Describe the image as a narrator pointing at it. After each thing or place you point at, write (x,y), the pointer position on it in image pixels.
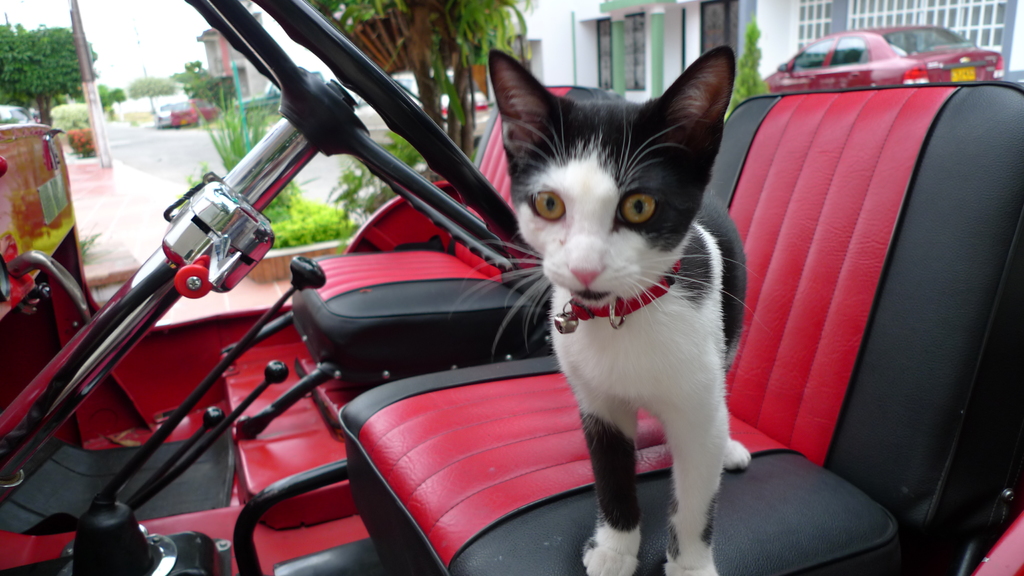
In this image i can see a cat (597,242) in a vehicle (414,359). In the background (443,39) i can see few trees (398,38), a road (146,139), few other vehicles (183,110) and a building (612,41).
